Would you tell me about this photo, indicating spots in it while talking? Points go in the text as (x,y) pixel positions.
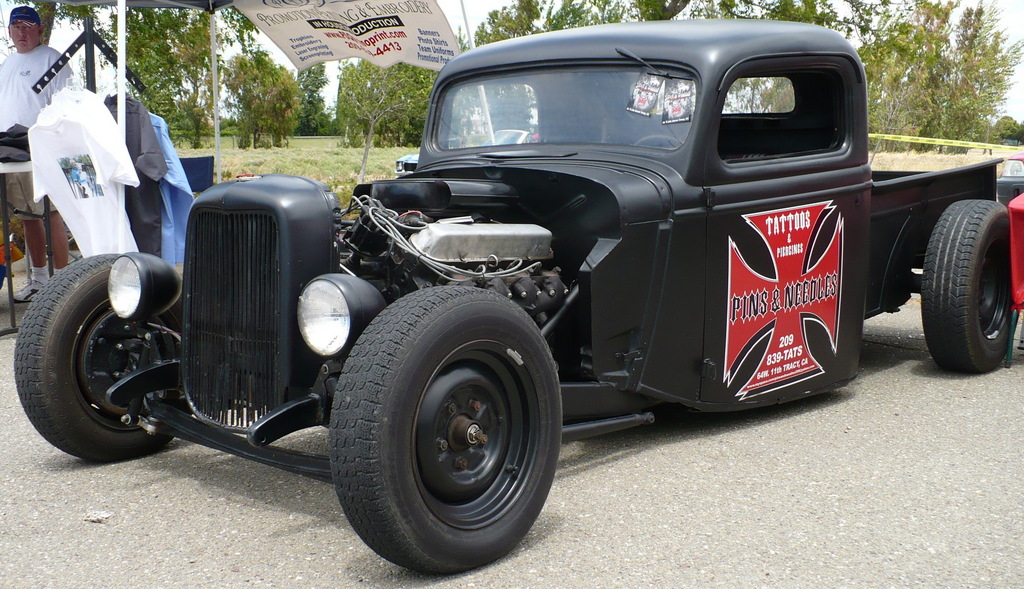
In this image, this looks like a vehicle (758,271), which is black in color. I think this is an engine (430,248). These are the wheels (472,332), headlights (122,298), glass wiper (657,75) are attached to the vehicle (405,292). This looks like a sticker (761,313), which is attached to the door (775,273). Here is a person (22,68) standing. These are the clothes (87,135) hanging. This looks like a banner (322,25). I can see the trees (161,105). This looks like a grass (325,160).
